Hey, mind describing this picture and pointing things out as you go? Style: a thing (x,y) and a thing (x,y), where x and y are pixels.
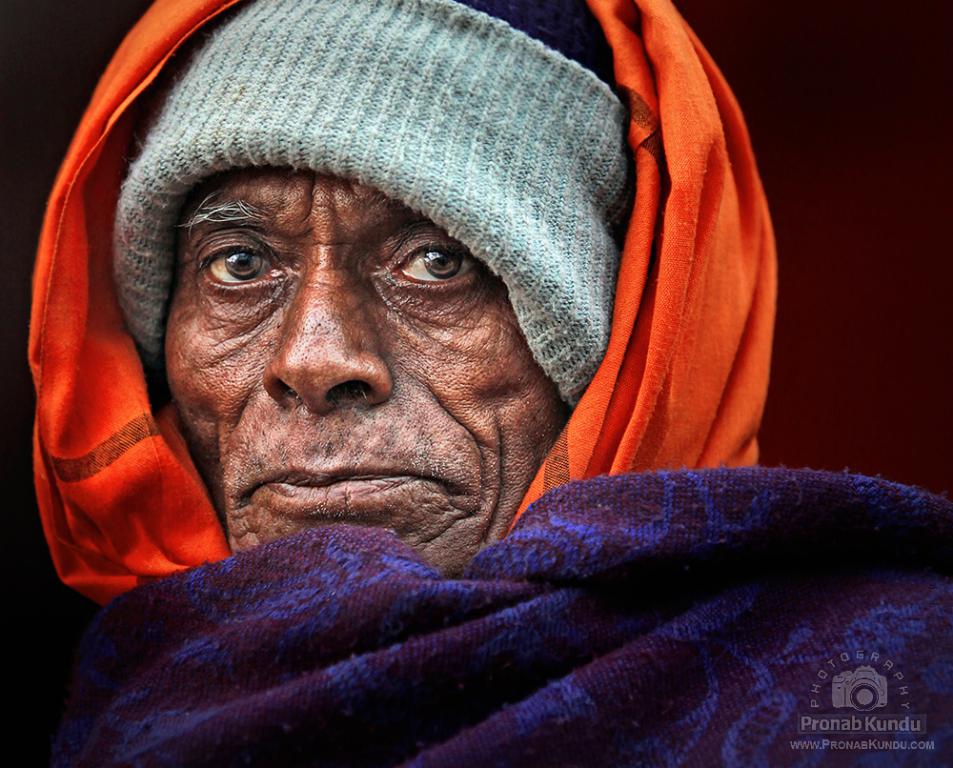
In the image there is an old person (592,641). At the bottom (563,648) there is purple cloth (648,539). And on the person head (380,51) there is a cap (358,108) and also there is an orange color cloth (731,358). At the bottom right corner of the image (852,669) there is a logo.
